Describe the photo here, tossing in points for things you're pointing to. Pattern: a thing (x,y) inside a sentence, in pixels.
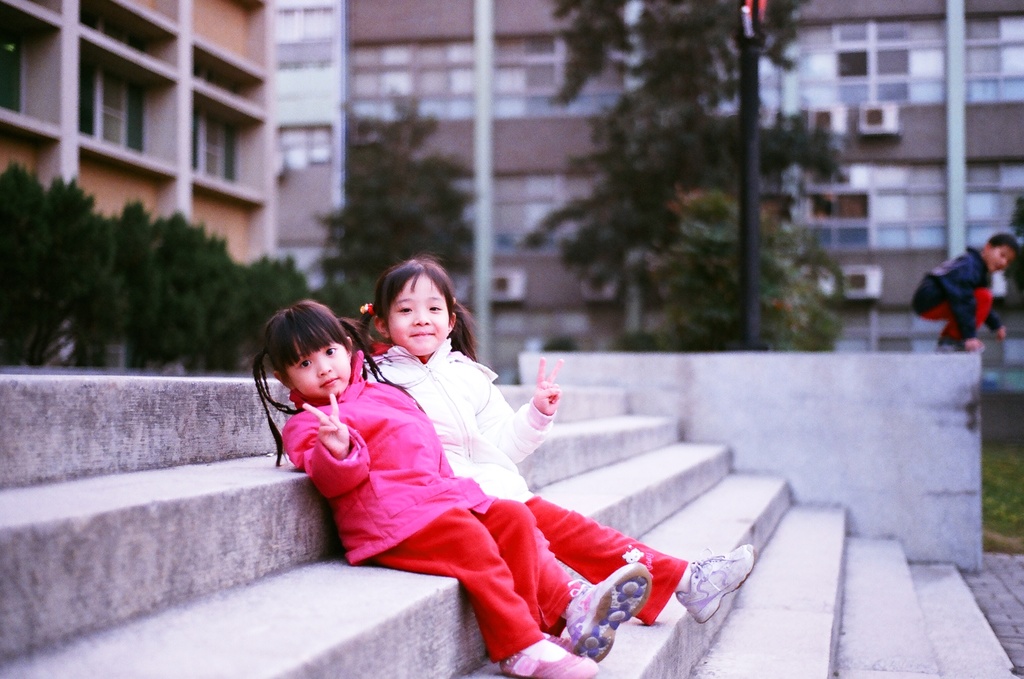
In this image I can see three people (967,343) with different color dresses (471,577). I can see two people (527,611) are sitting on the stairs (266,597). In the background (699,242) I can see poles (756,21), many trees (631,41) and the buildings (143,99).
